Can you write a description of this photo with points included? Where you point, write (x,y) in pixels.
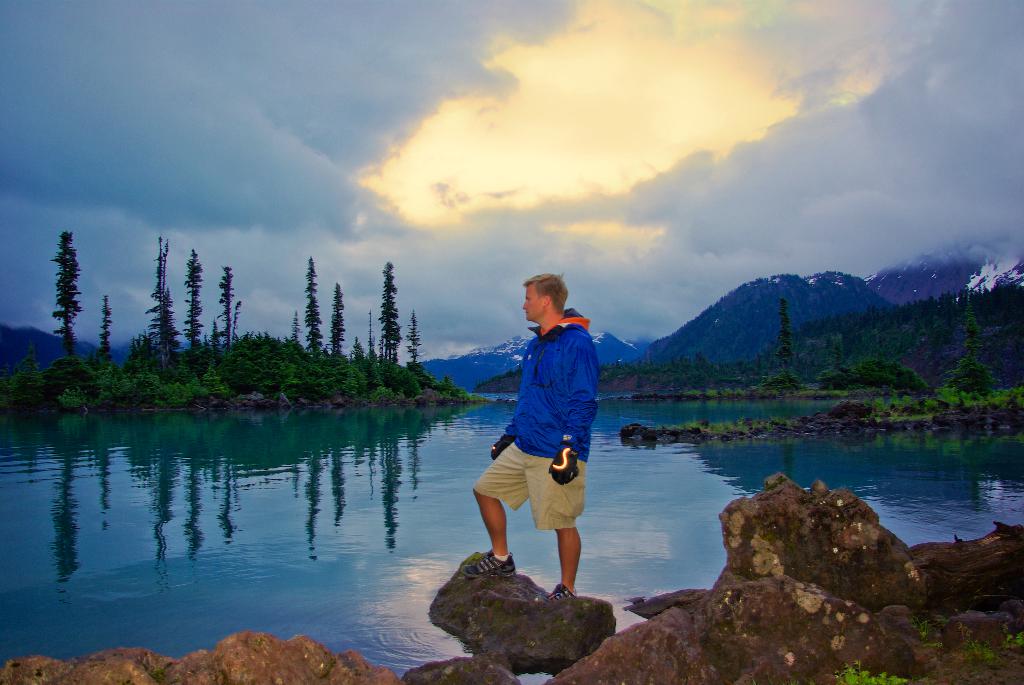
As we can see in the image there are rocks (740,501), trees (389,342), hills (875,311), water (149,507), sky (324,68) and clouds (693,202). In the front (549,455) there is a man (554,491) wearing blue color jacket (554,409) and standing on stone (537,596).
